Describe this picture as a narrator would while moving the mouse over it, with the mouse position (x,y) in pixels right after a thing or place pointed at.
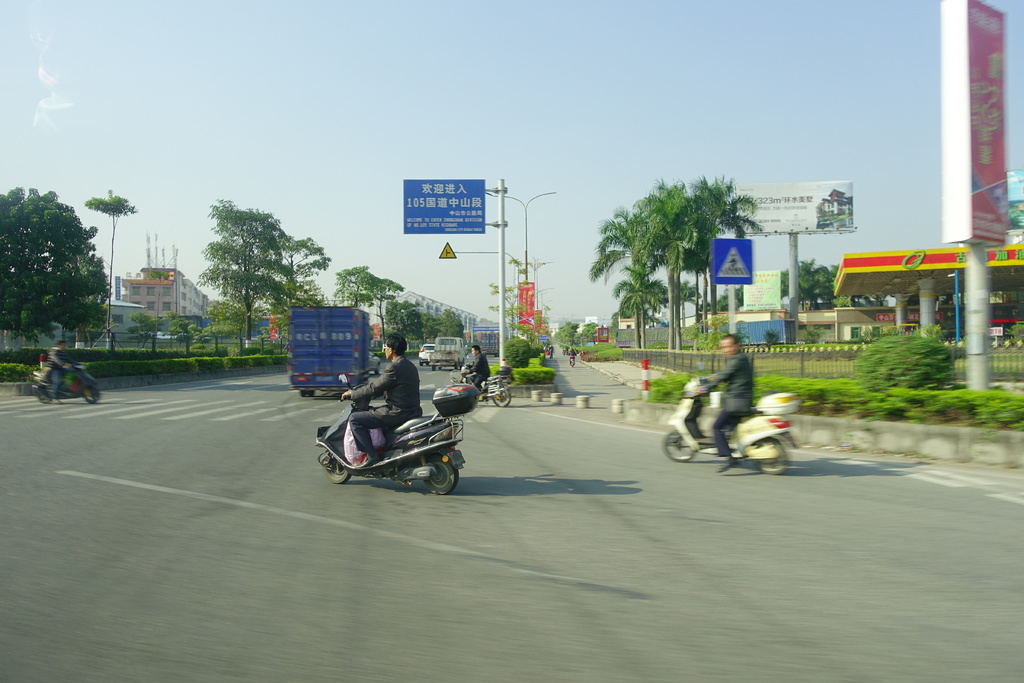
In this picture we can see there are vehicles (313,361) and four people (402,395) riding the bikes (326,438) on the road (322,419). On the left side of the people (390,352) there are hedges (141,351) and buildings (187,309). On the right side of the vehicles (443,349) there are trees (451,319), poles (500,304) with boards (455,228), banners (523,290) and sign boards (435,232). On the right side of the poles (503,311) there are iron grilles (787,365), and a hoarding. Behind the hoarding (789,210) there is the sky (757,163).
